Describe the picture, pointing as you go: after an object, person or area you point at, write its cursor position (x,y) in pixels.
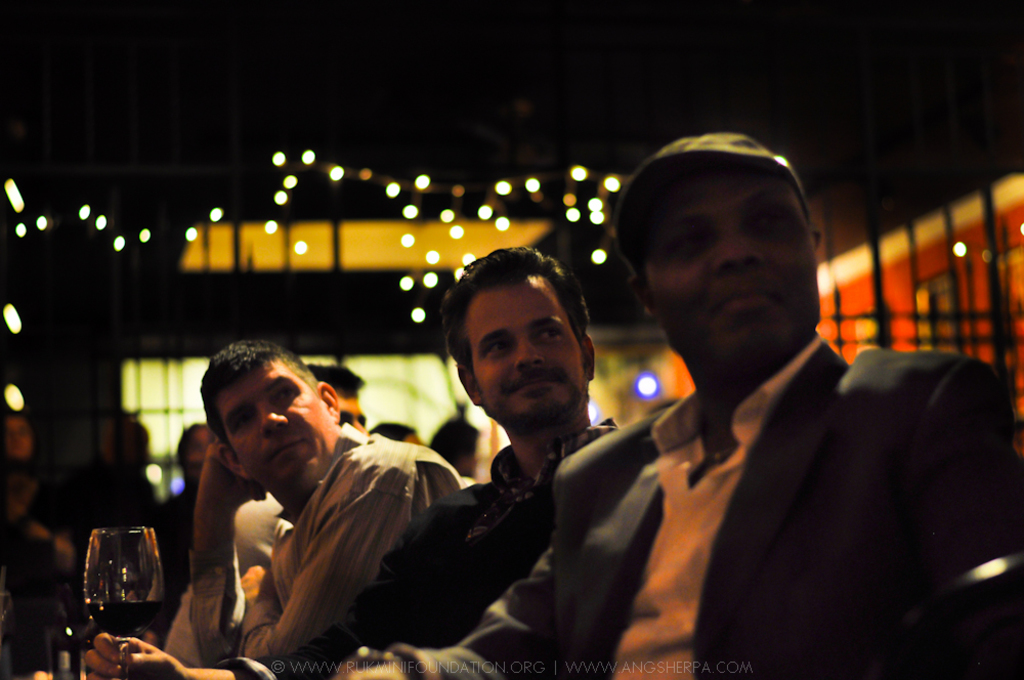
In this image I can see few persons (678,528) sitting. There is a glass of wine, there are people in the background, there are lights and there is a blur background (407,166).
